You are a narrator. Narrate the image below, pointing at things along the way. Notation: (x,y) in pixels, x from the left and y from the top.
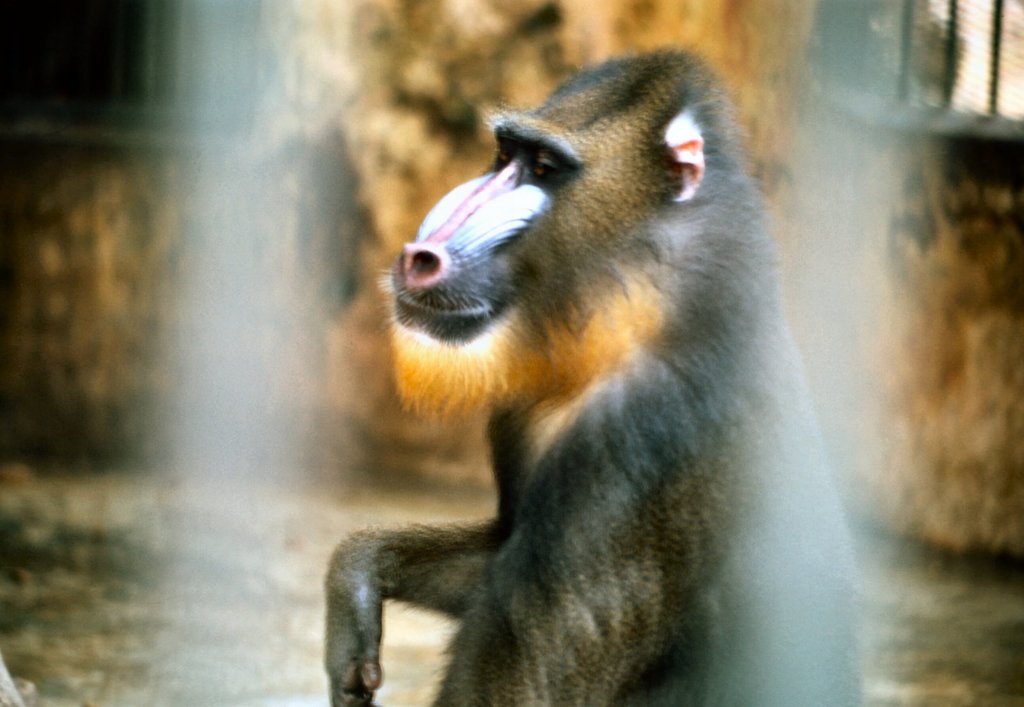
In this image I can see an animal (427,268) and the animal (583,527) is in brown and cream color. Background (400,77) I can see the wall (351,278) in brown color and I can see few windows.
